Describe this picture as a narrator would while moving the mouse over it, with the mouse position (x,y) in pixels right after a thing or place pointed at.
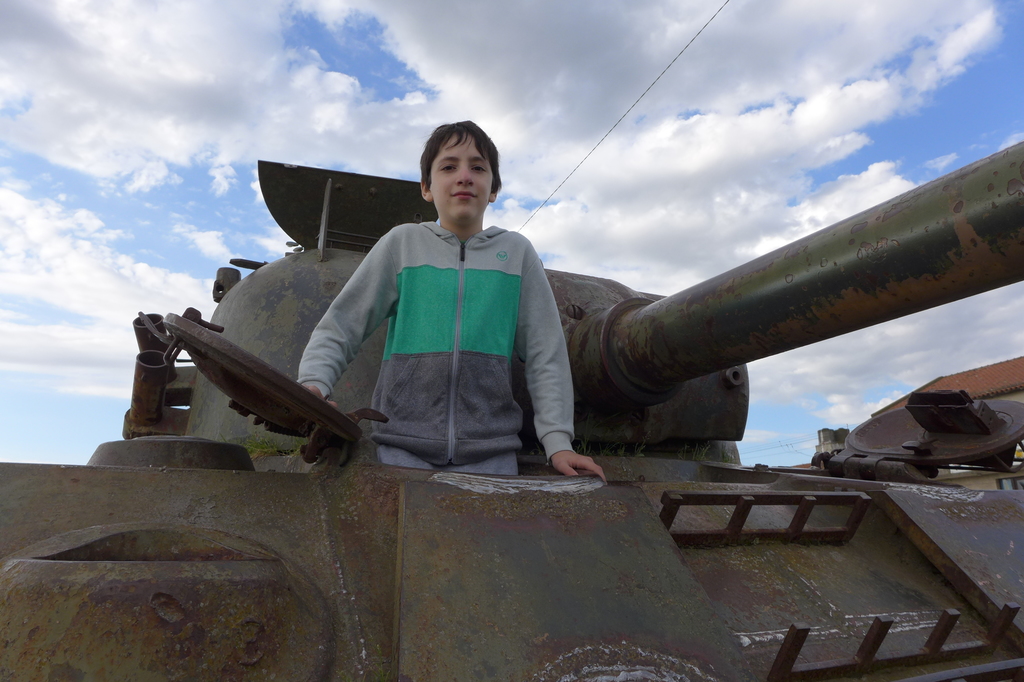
There is one kid (474,365) standing on the army tanker (564,537) as we can see in the middle of this image (538,439). There is a cloudy sky (255,131) in the background (408,165).
